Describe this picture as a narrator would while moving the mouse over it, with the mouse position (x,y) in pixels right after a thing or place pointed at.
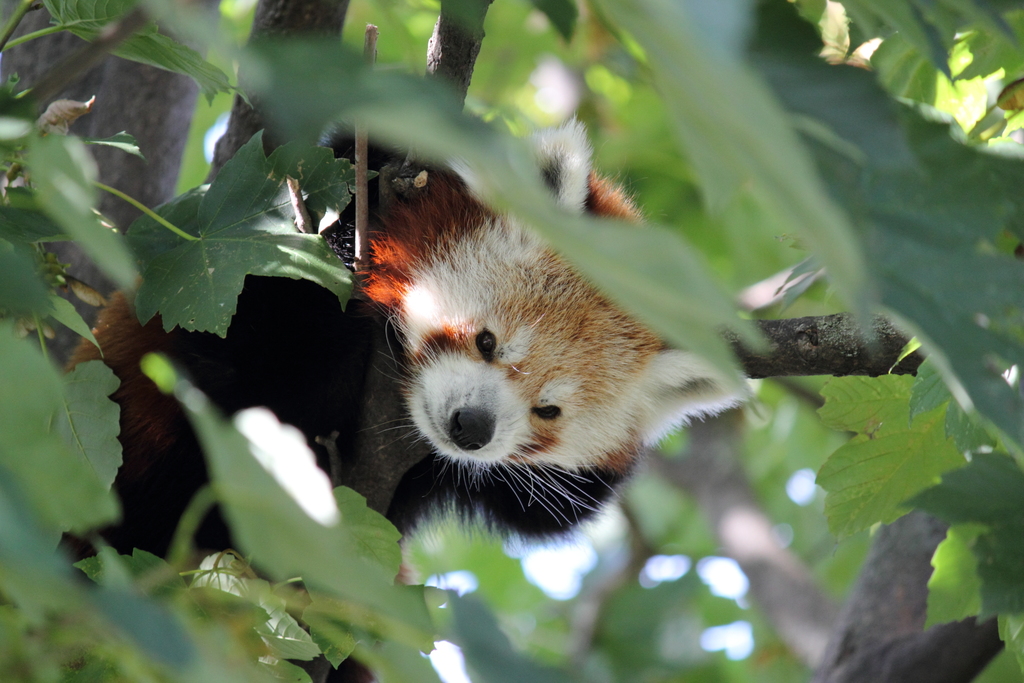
In the image there are leaves (660,311) and branches (118,95) of a tree (76,209), behind the leaves (12,500) there is an animal (410,346).
